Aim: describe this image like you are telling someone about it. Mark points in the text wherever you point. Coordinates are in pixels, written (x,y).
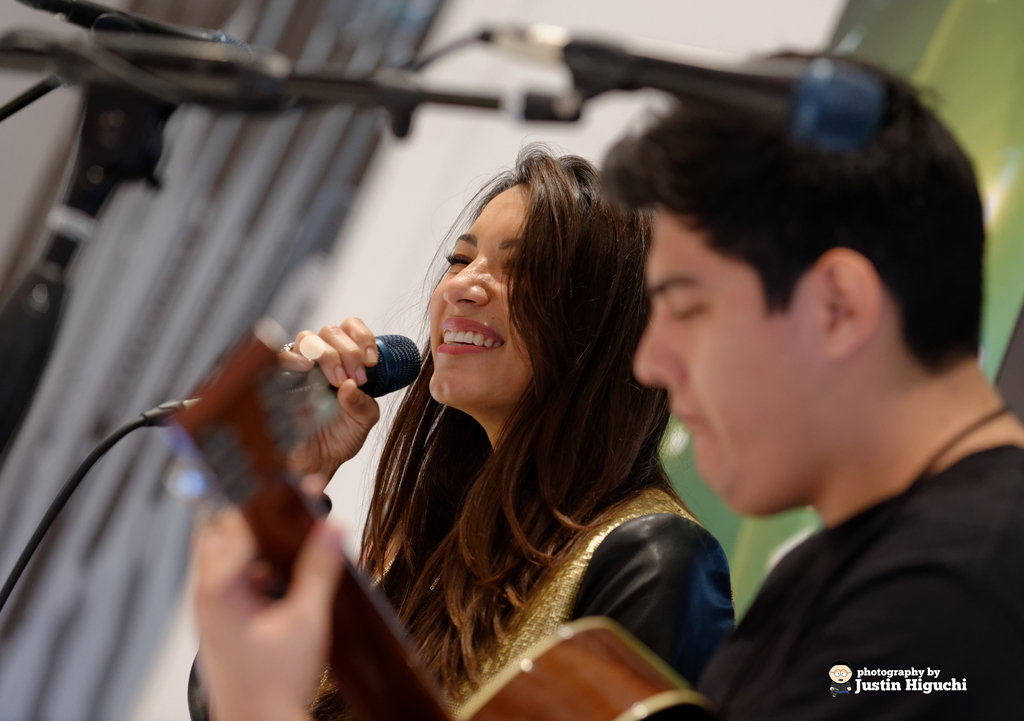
In this image i can see a women (491,320) and a man (656,344), a woman (531,377) holding a microphone (389,366) in her hand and wearing a black and gold dress (612,573), man (858,636) holding a guitar (615,660) and wearing black t-shirt (827,542), at the back ground (709,489) i can see a wall (478,133) in white and green color, beside a man (911,101) there is a microphone (840,113).
